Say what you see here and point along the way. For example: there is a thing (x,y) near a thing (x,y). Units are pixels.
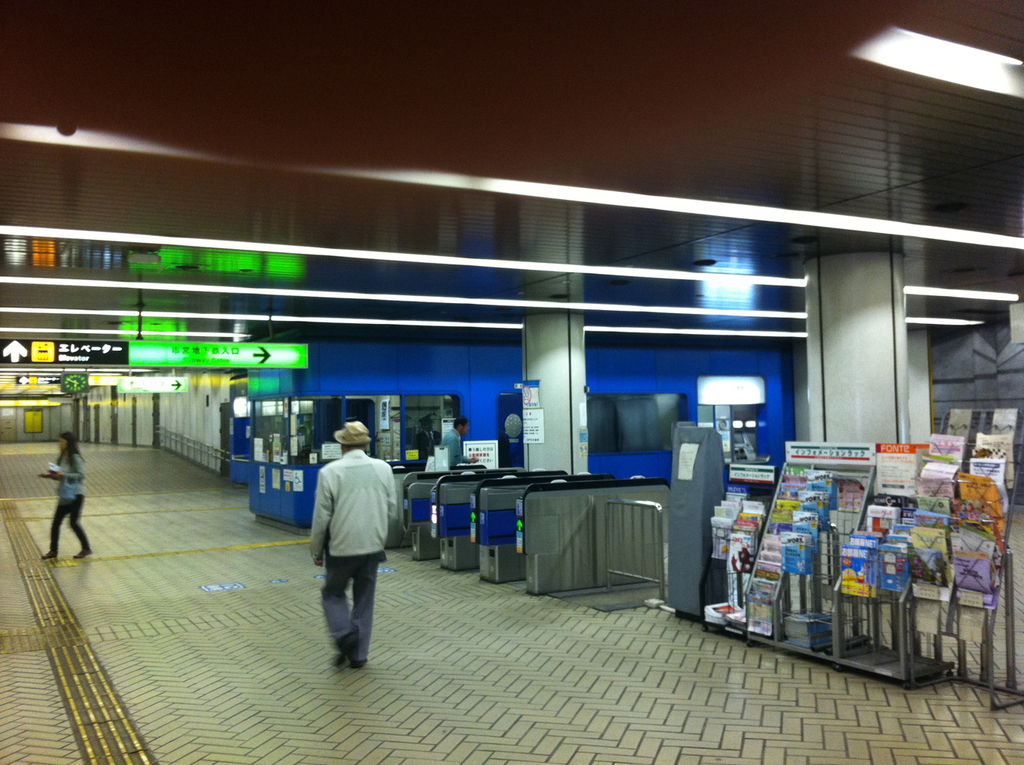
Here two people (344,547) are walking, there are books (846,490) in the shelf (865,472).
